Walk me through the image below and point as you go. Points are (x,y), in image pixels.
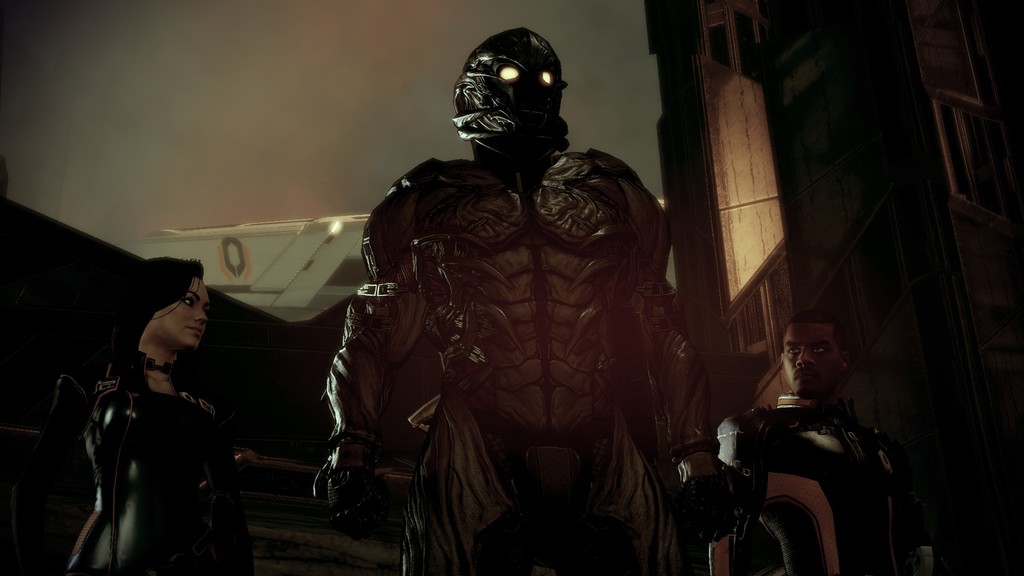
In this image we can see two persons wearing a costume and standing and we can also see an armored figure (439,248).
